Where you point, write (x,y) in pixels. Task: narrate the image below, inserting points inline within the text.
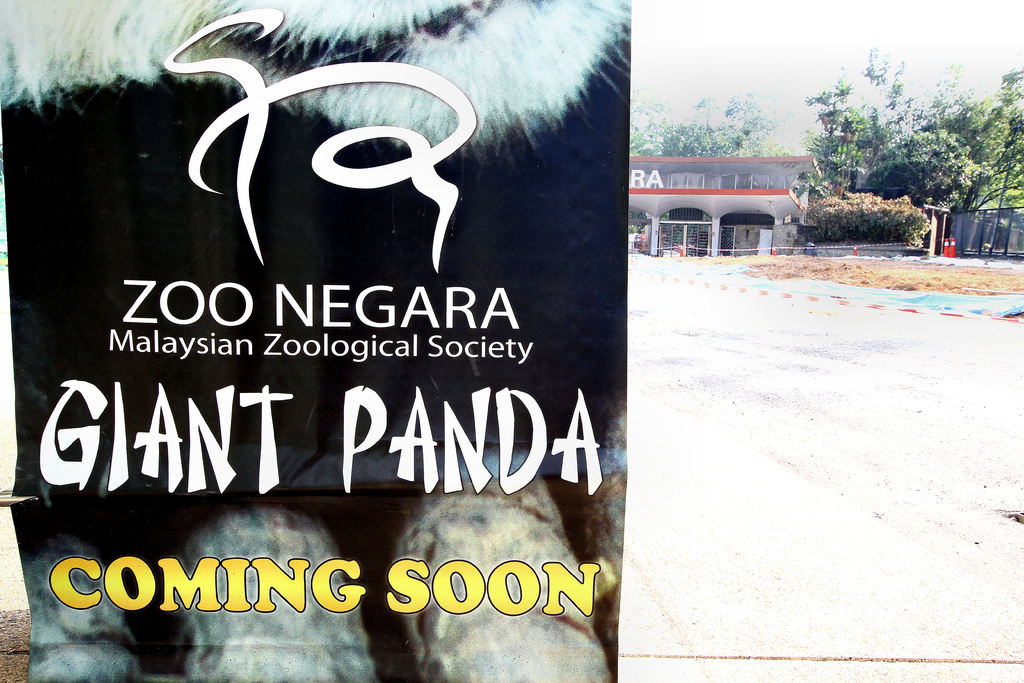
In this image on the left side (103,289) there is one board (110,323), on the board (110,323) there is text (151,454). And in the background (727,158) there are some houses (652,169), trees (703,117), poles (1003,200), fence (965,234) some barricades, tape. At the bottom (733,583) there is road (827,482).
